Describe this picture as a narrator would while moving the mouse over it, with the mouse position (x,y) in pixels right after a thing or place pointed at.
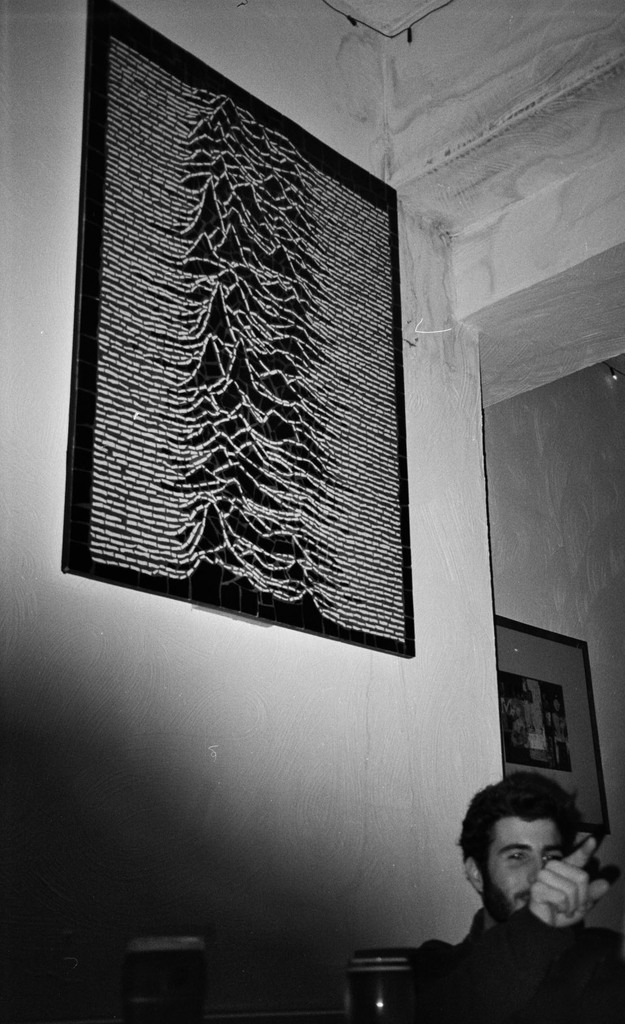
In this picture there is a man (594,977) at the bottom side of the image (574,1005) and there are portraits (78,299) on the wall (500,428).
